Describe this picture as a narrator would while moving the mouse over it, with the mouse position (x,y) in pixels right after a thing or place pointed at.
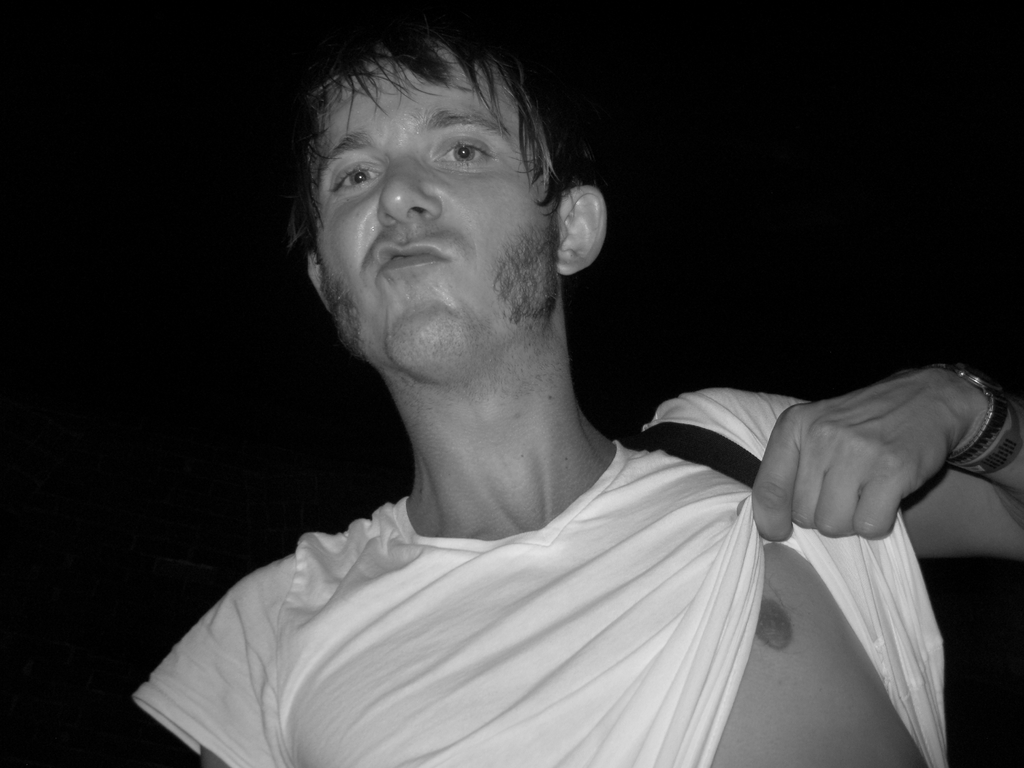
In this image I can see the person (545,601) with the dress (472,545). And there is a black background (46,205).
